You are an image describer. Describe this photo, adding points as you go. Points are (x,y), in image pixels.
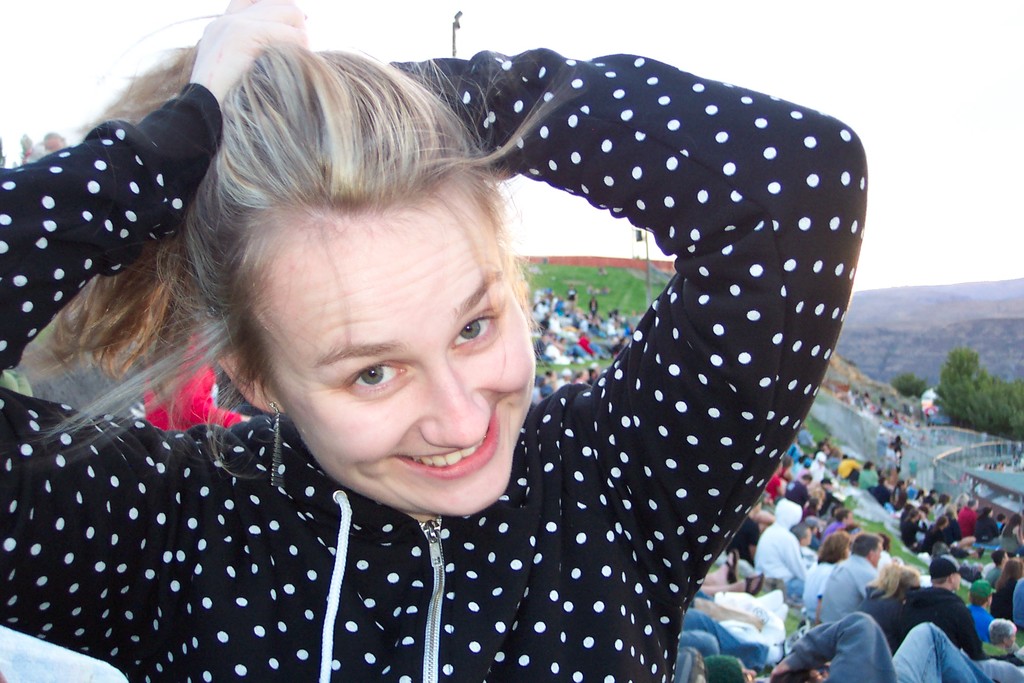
In this picture I can see there is a woman (450,396) standing and smiling. She is holding her hair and there are few people (793,536) sitting and there is a mountain (897,350) on to right (1001,320) and there are few trees (965,397) and the sky (708,55) is clear.
